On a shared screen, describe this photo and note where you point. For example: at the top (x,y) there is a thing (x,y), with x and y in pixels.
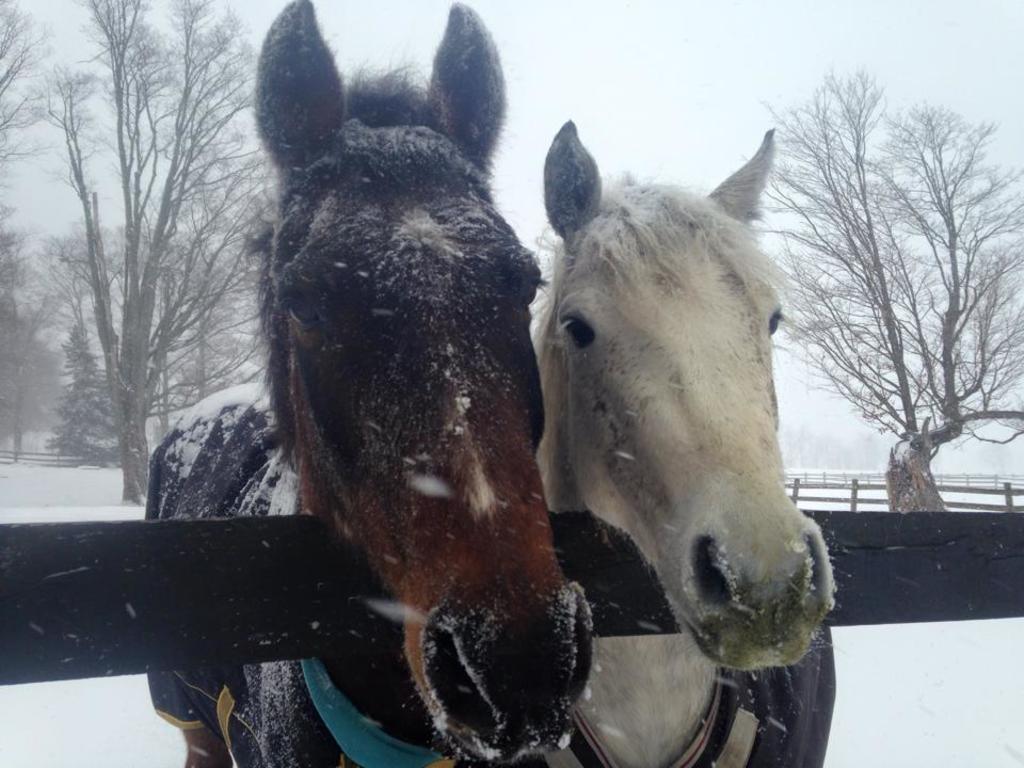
In the center of the image (663,504) there are two horses (250,681). In the background of the image (873,487) there is a fencing (797,487). There are tree (147,267). At the bottom of the image (97,697) there is snow (114,744).
